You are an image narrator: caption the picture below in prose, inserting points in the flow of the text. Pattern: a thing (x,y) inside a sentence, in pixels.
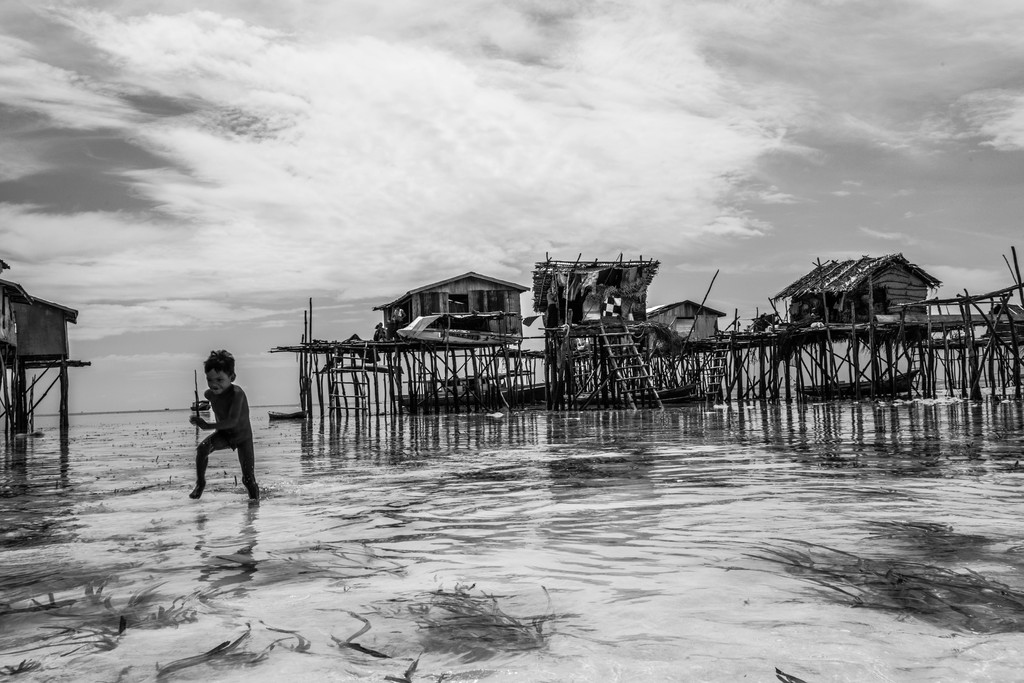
In the foreground of this black and white image, on the left (230,409), there is a boy (234,430) running in the water (218,469). In the background (58,367), there are houses (425,301) on the poles (684,365) and we can also see a ladder (645,376). At the top (744,37), there is the sky (639,78) and the cloud (537,78).
